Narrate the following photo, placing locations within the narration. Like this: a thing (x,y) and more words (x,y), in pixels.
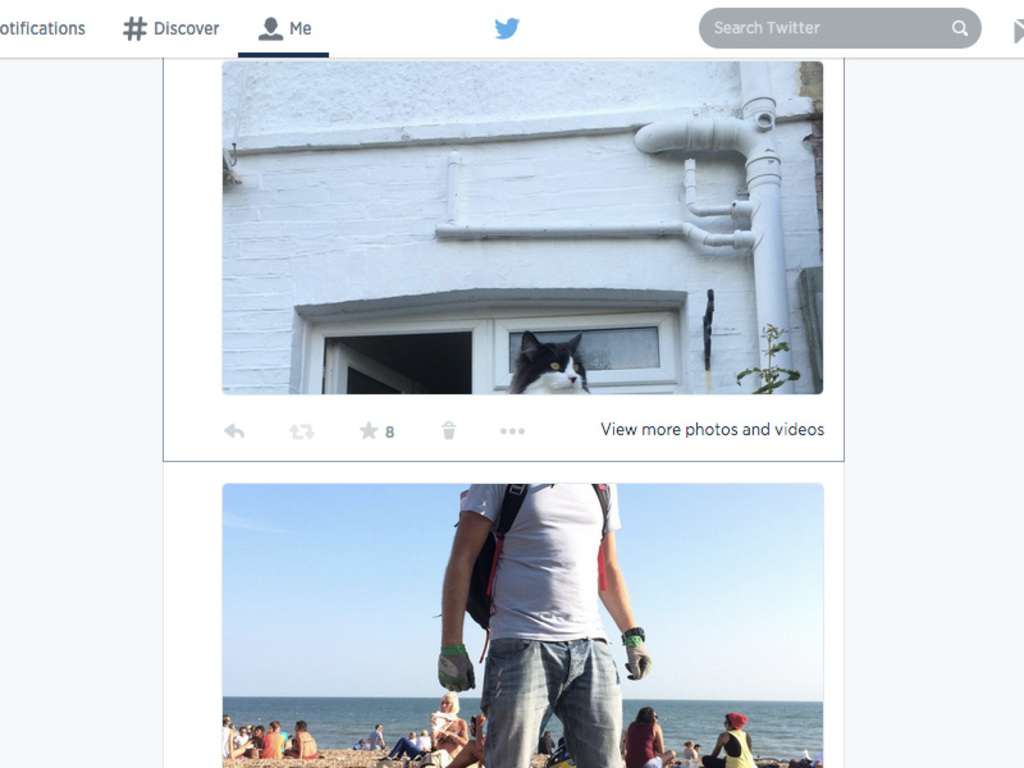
In this image there is a collage, there is a cat (576,367), there is a building (557,224), there are group of persons (734,730) sitting on the sand (285,762), there is a sea (412,722), there is the sky (300,629), there is a man (542,579) standing and wearing a bag (516,510), there is the door (361,368), there is the window (609,338), there is a bird (502,33), there is a plant (771,345), there is text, the background of the image (945,603) is white in color.
